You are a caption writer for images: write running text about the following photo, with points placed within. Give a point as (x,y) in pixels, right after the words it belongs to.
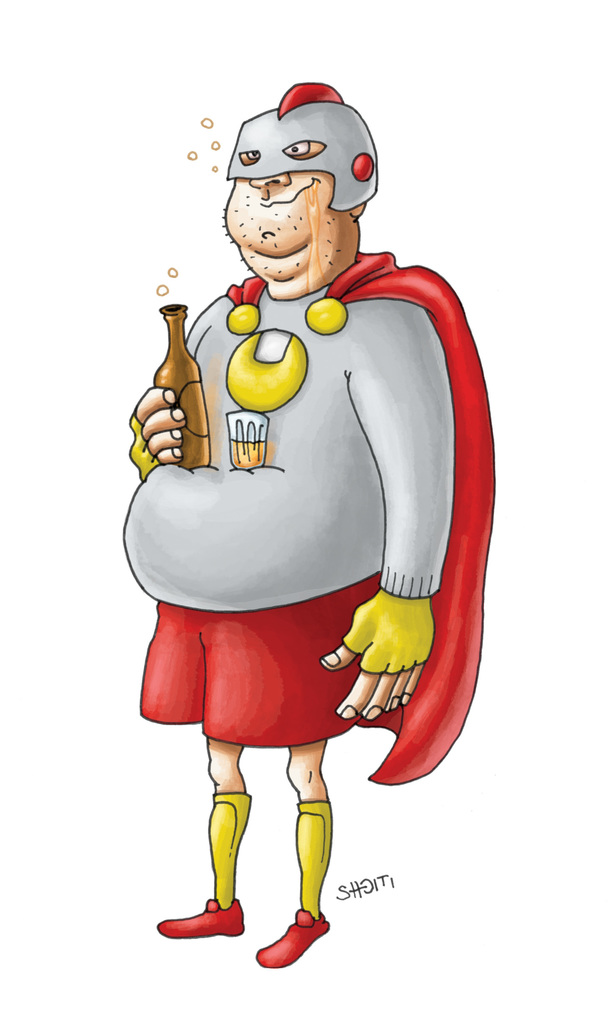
In the center of the image (323,372) there is a depiction (177,575) of a person (237,315) holding a bottle (209,444).
